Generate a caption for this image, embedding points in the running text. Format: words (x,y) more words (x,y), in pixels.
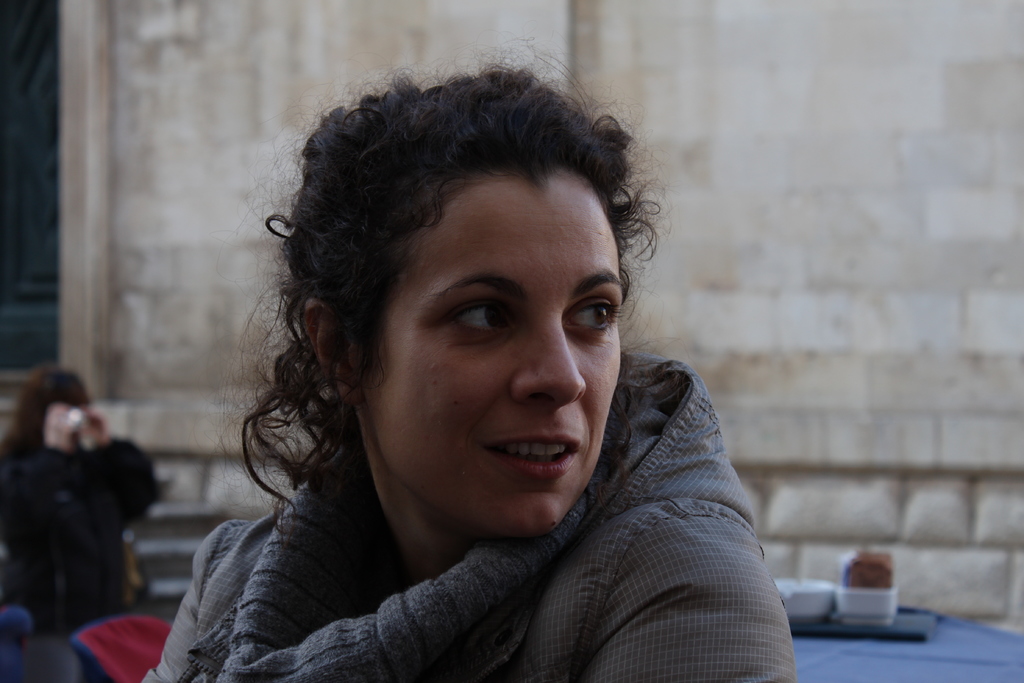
In this image we can see a lady person (455,553) who is wearing grey color jacket (652,562) and in the background of the image (155,500) we can see another person (57,554) wearing black color jacket (108,527) and there is a wall (787,285).
